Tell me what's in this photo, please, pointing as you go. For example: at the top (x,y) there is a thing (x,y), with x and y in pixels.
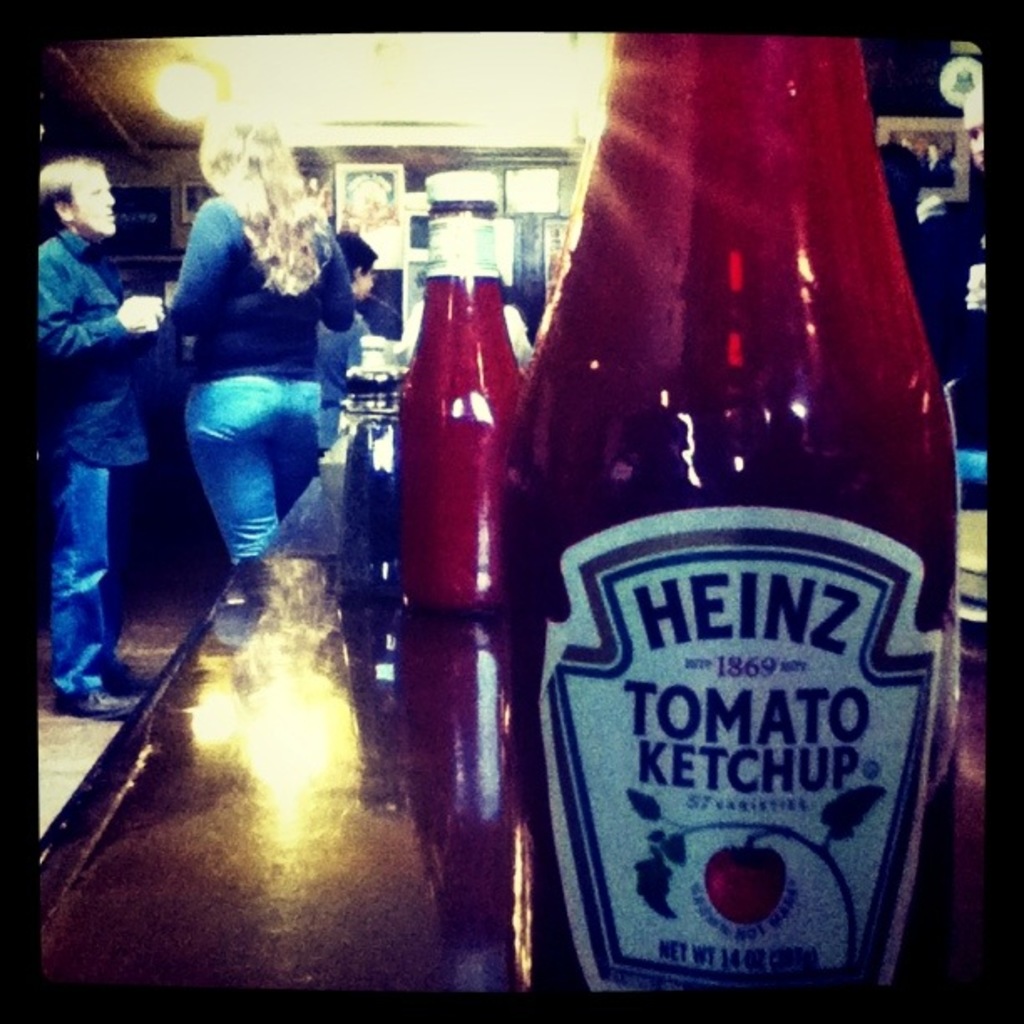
In this image, we can see a table (342,808). On top of the table (443,705), we can see a ketchup bottle (690,601). There is a sticker (655,737) on it. There is an another bottle (450,447) here. The left side (259,426) and the right side of the image (935,321) few peoples (110,482) are standing. The background (359,210), we can see a photo frame (373,204) here. And roof (152,89) with light (159,89) here.
